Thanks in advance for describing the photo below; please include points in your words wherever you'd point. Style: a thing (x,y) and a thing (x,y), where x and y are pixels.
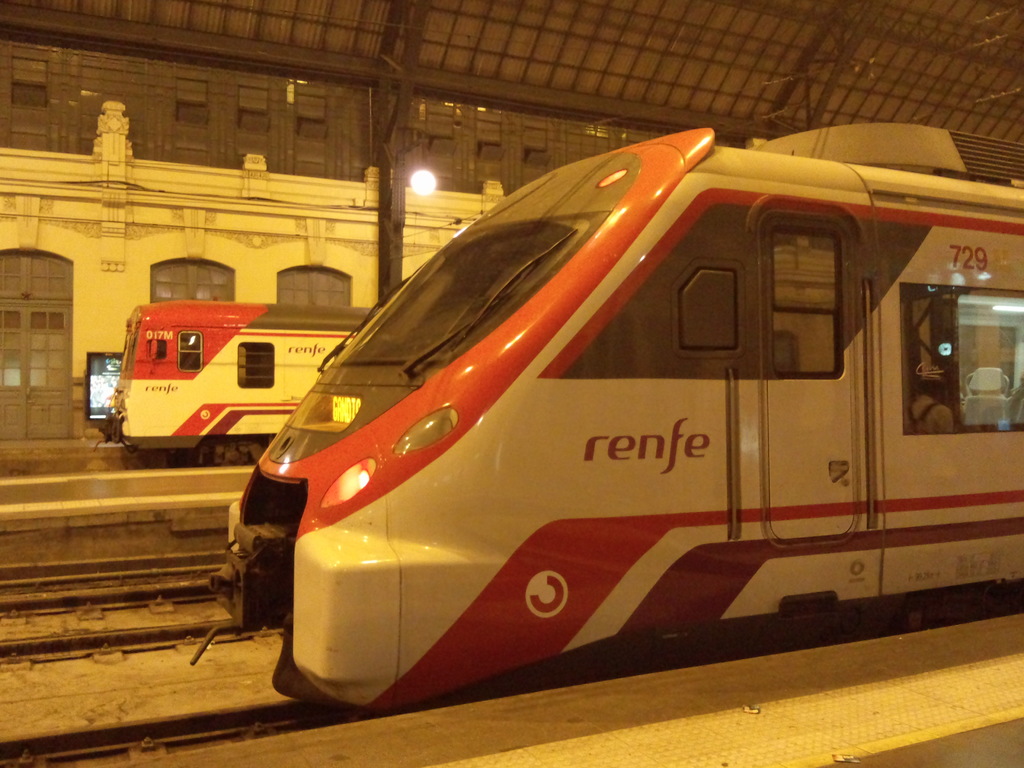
In this picture I can see two trains (358,443) on the railway tracks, there are platforms (293,756), lights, screen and some other items (442,134).
